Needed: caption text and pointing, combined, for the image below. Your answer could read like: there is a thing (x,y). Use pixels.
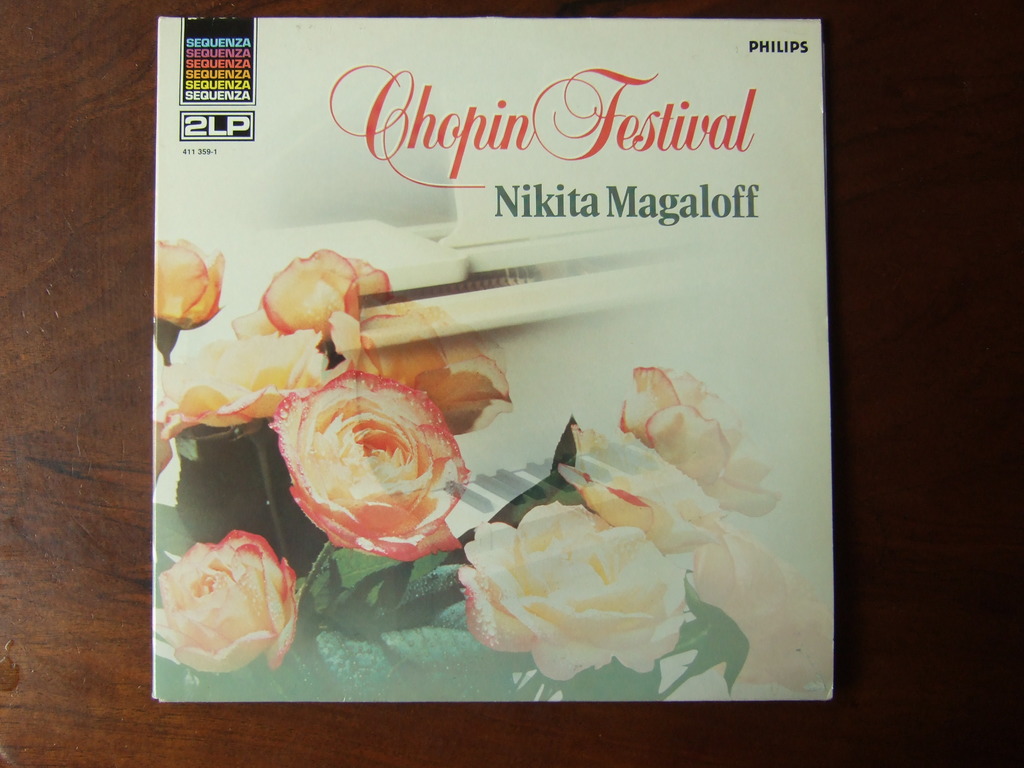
In this image there is a paper (168,73) on the table (891,135).
